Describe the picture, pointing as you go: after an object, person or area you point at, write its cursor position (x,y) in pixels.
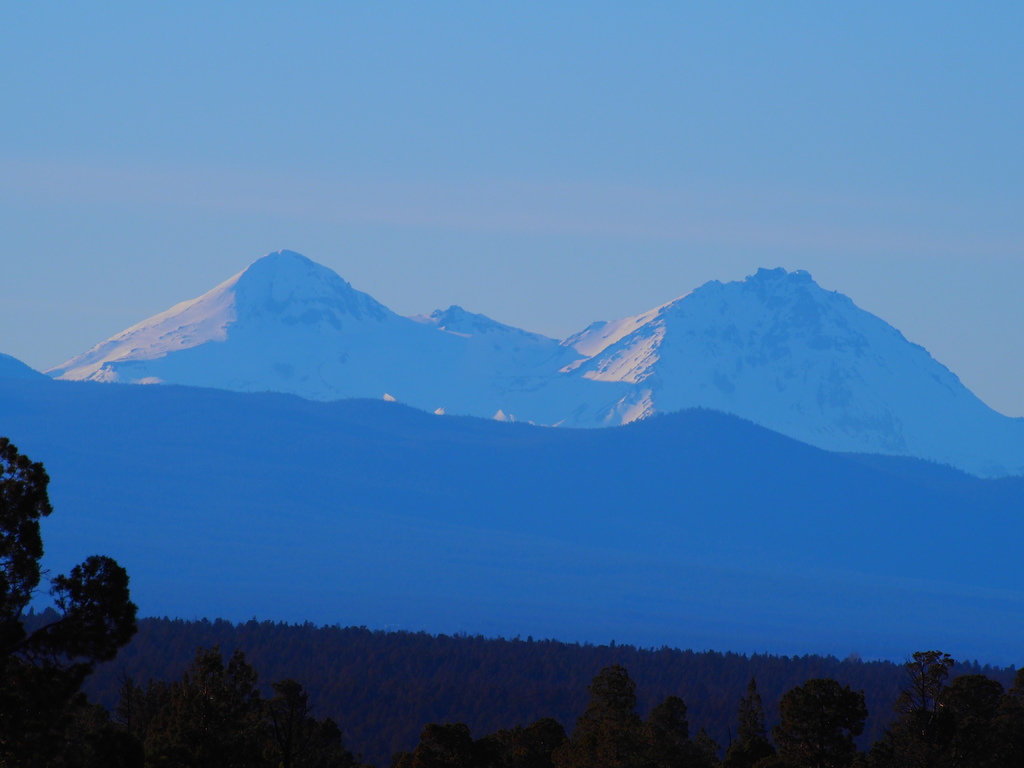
In this picture I can see the trees (1009,762) in front (869,755) and in the background (484,313) I can see the mountains (569,382) and the sky (642,124).
